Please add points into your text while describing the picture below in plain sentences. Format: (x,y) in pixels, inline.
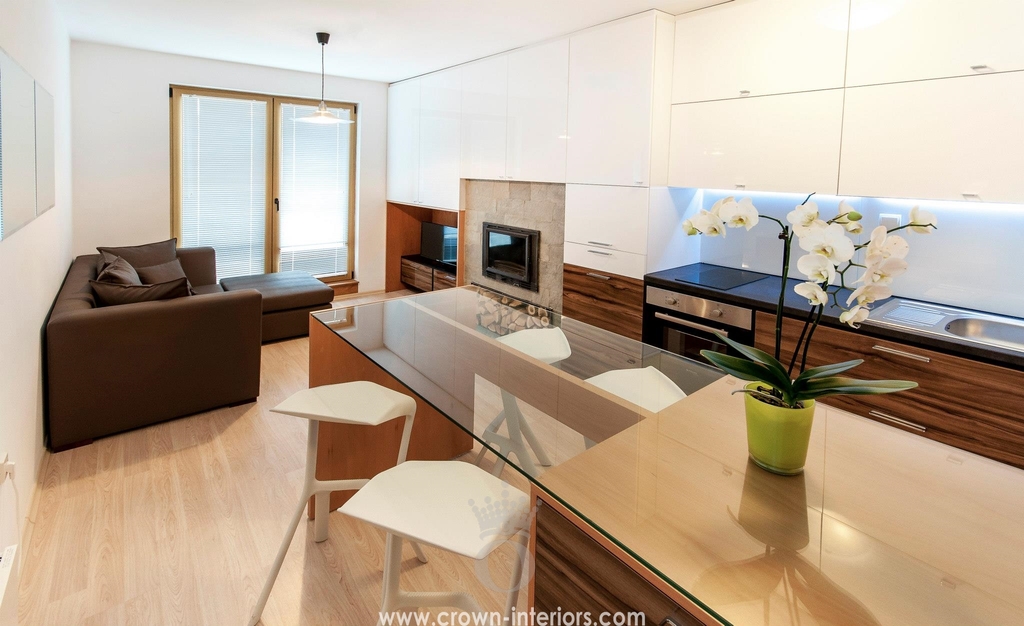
In this image I can see a room (716,403). In this room (822,474) there is a flower vase (810,370) on the table (652,506), couch (174,337), countertop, sink (960,322) and the door (284,177).
